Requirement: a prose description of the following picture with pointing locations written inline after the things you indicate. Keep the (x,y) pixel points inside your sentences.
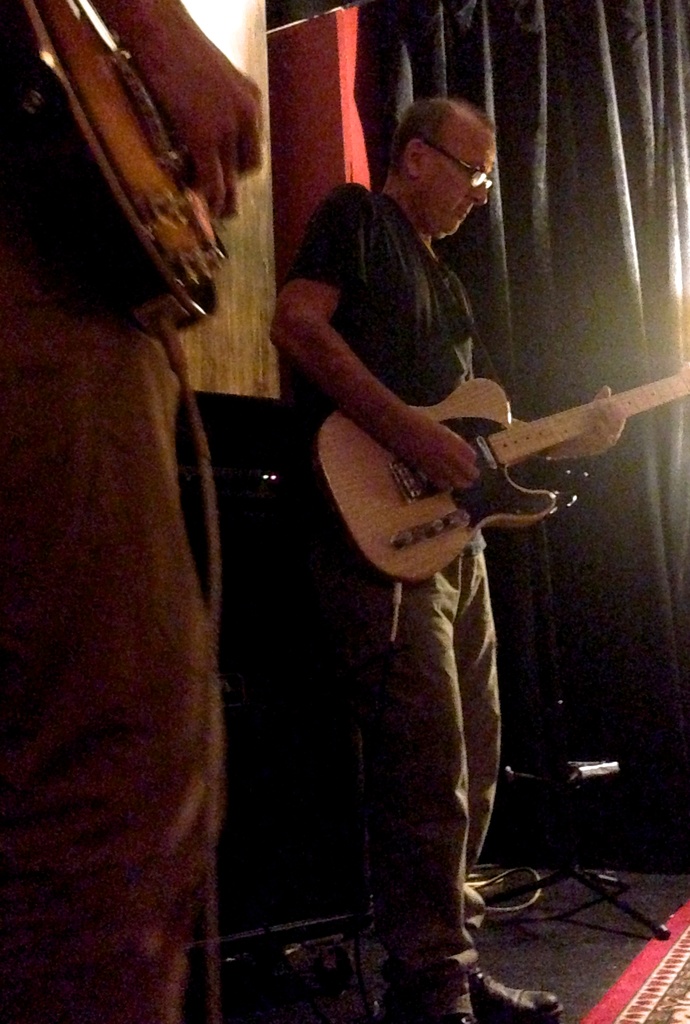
In this image I can see two persons (316,357). And these people (367,591) are holding the guitar (372,552).
